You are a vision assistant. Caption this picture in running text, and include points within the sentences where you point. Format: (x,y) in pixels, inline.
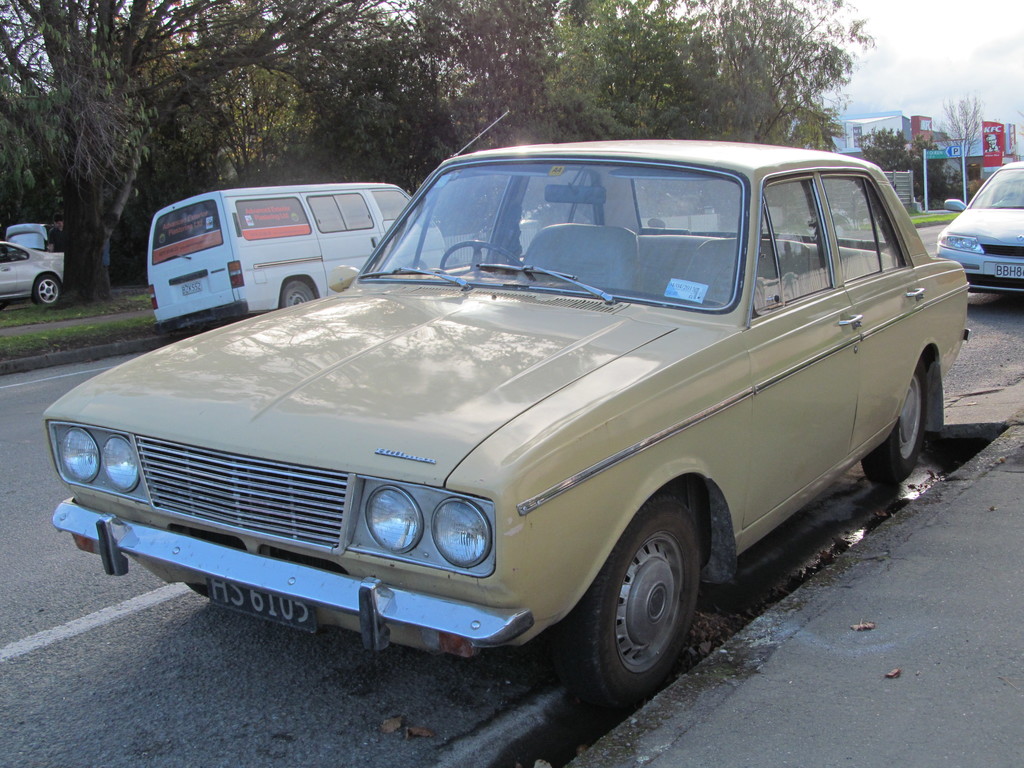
In this picture there are vehicles (424,315) on the road (48,473). At the back (951,134) there are buildings (951,134) and trees (970,129) and there are poles (963,148). At the top (946,85) there is sky (942,56). At the bottom (6,568) there is a road (0,550) and there is grass (77,339).
